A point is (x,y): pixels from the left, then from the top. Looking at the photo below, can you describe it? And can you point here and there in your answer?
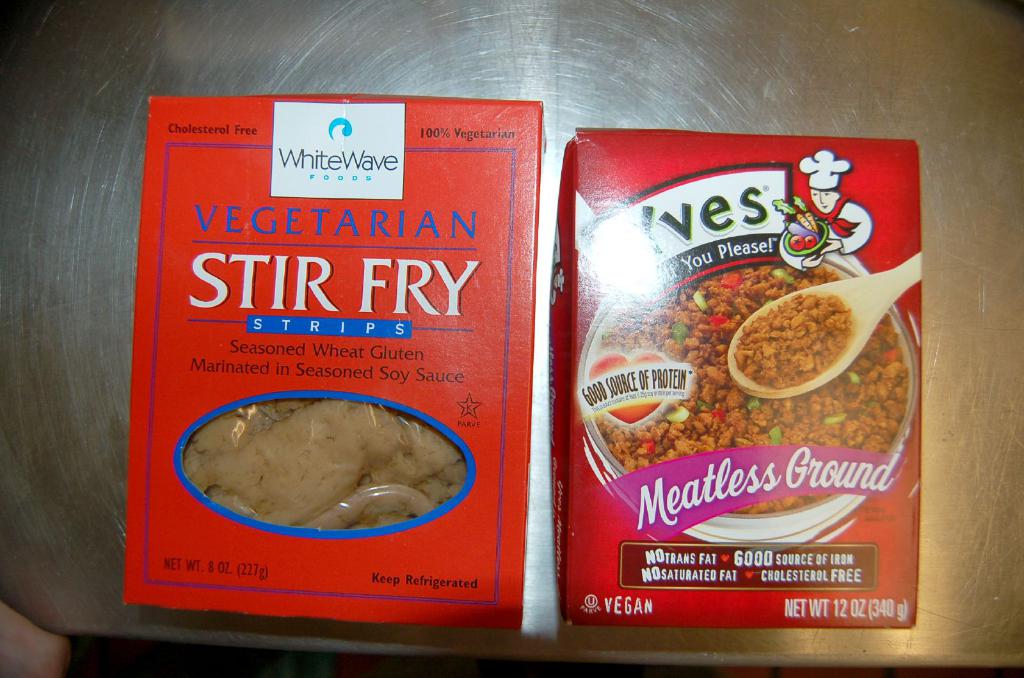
In the image there are two boxes (359,219). On the left side of the image (337,449) there is a box (335,362) which is in red color and also there is a food item (418,488) and something is written on it. On the right side of the image (795,281) there is a packet (672,429) which is in red color. On the packet (799,313) there is an image of bowl (697,381) and spoon (851,301) with food items (701,438). And there is a logo (631,210) on it.
